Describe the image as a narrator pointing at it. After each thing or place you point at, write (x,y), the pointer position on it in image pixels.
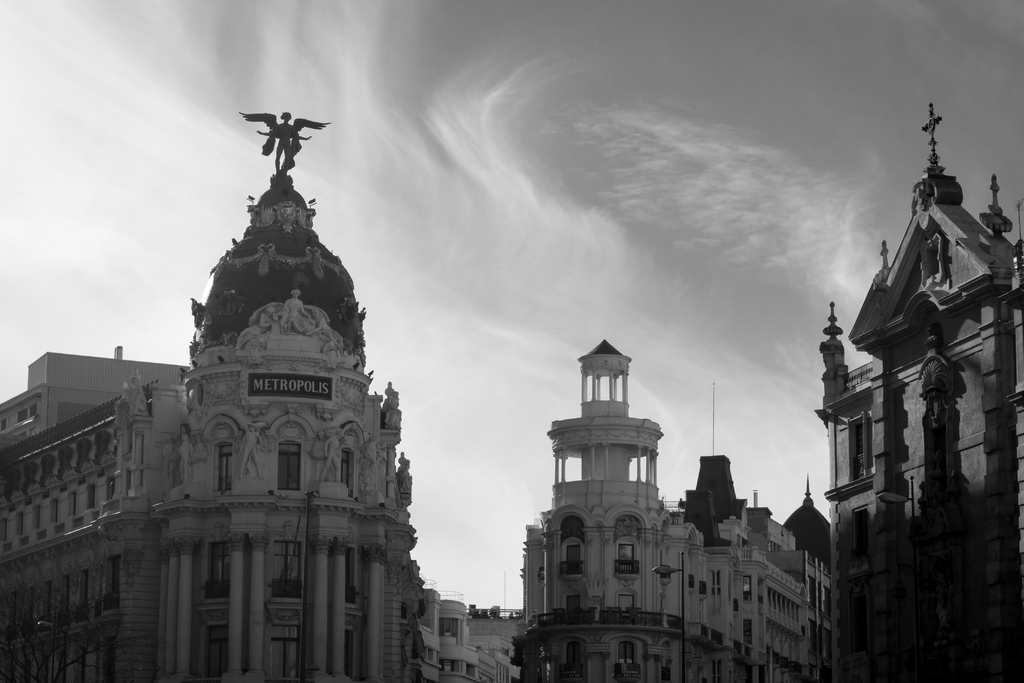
In this image there is the sky (596,177) towards the top of the image (515,124), there are clouds (577,137) in the sky (486,127), there are buildings (548,585) towards the bottom of the image (106,522), there is text (276,391) on the building (281,378), there are sculptures (277,152) on the building (285,215), there are pillars (339,569) towards the bottom of the image (340,602).
